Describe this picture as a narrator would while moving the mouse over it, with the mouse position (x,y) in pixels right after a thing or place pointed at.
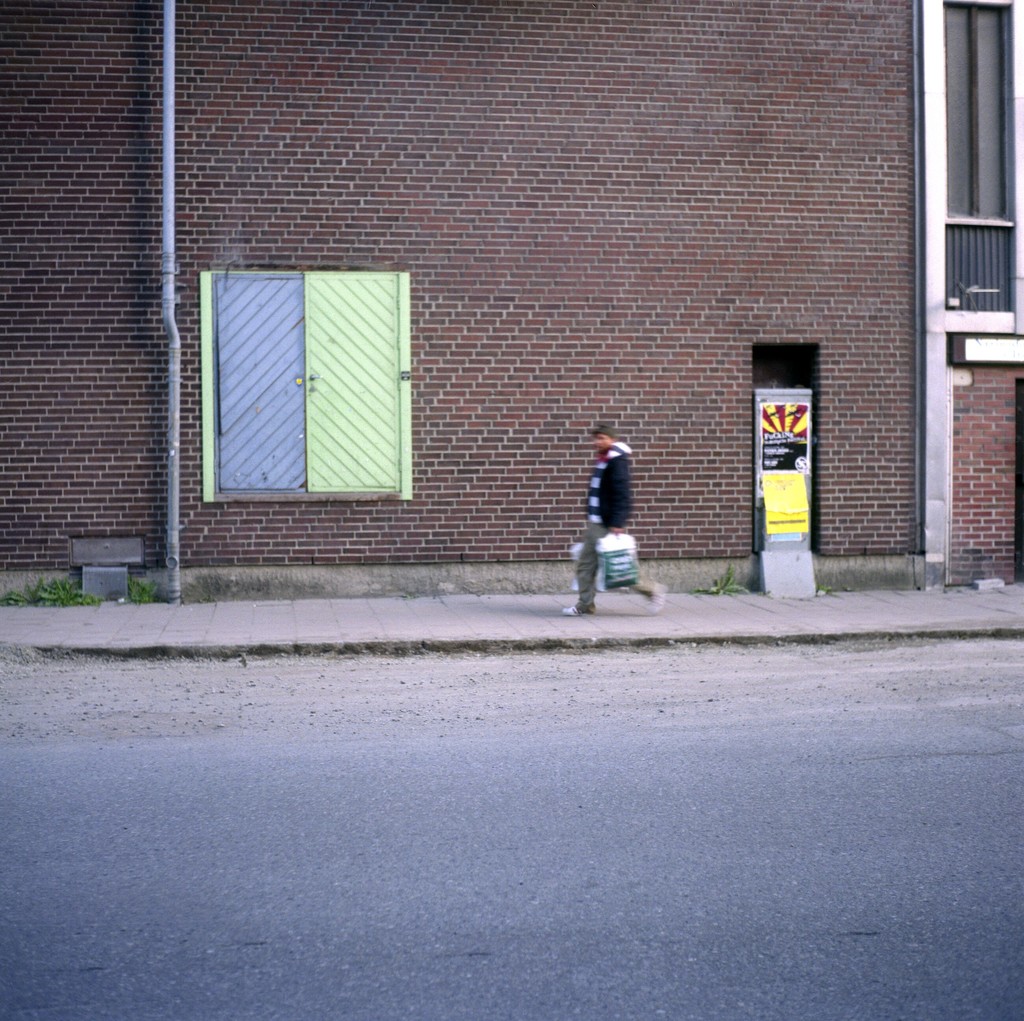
This image is taken outdoors. At the bottom of the image (477,849) there is a road (803,660) and a sidewalk (487,632). In the background (196,346) there is a wall (438,375) with windows (407,371), a railing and a door (369,389) and there is a pipeline (169,307). In the middle of the image (630,574) a man (583,609) is walking on the sidewalk (627,618) and he is holding bags (614,538) in his hands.
